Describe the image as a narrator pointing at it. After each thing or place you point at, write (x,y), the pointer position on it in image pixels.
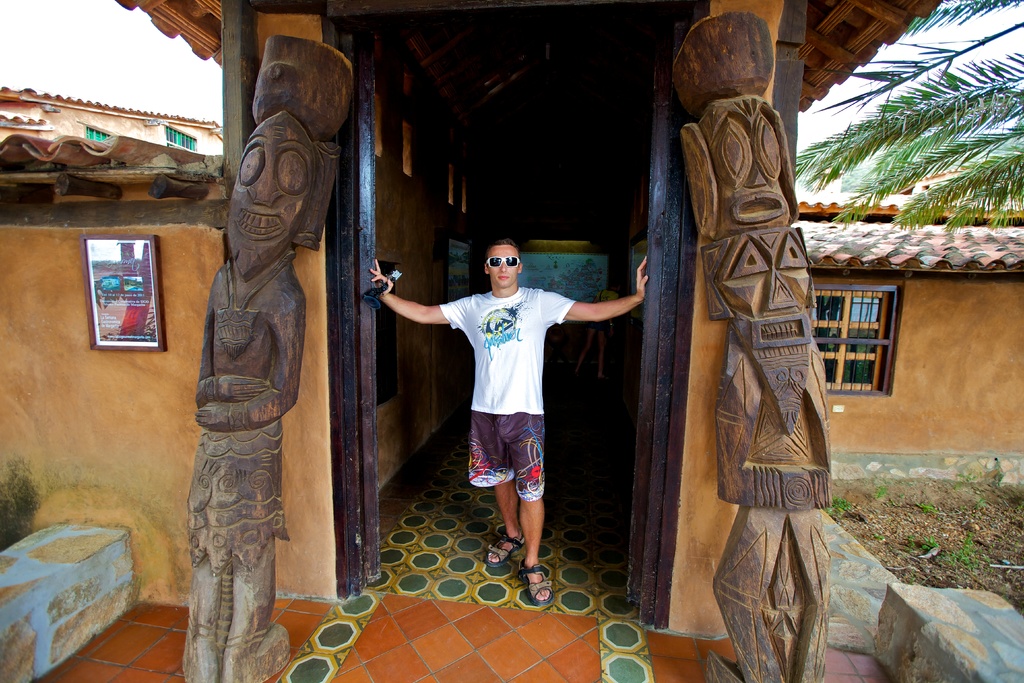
This image is taken outdoors. At the bottom of the image (419,650) there is a floor (163,657). In the middle of the image (654,373) there is a house (985,406) with walls (322,371), windows (854,349), a door (341,239) and roofs (960,266). There are two pillars (257,258) with carvings (266,111) and a man (483,402) is standing on the floor (448,449). There is a picture frame (113,302) on the wall (144,370). On the right side of the image (908,130) there is a tree (904,136). At the top left of the image (91,61) there is the sky (112,88).
